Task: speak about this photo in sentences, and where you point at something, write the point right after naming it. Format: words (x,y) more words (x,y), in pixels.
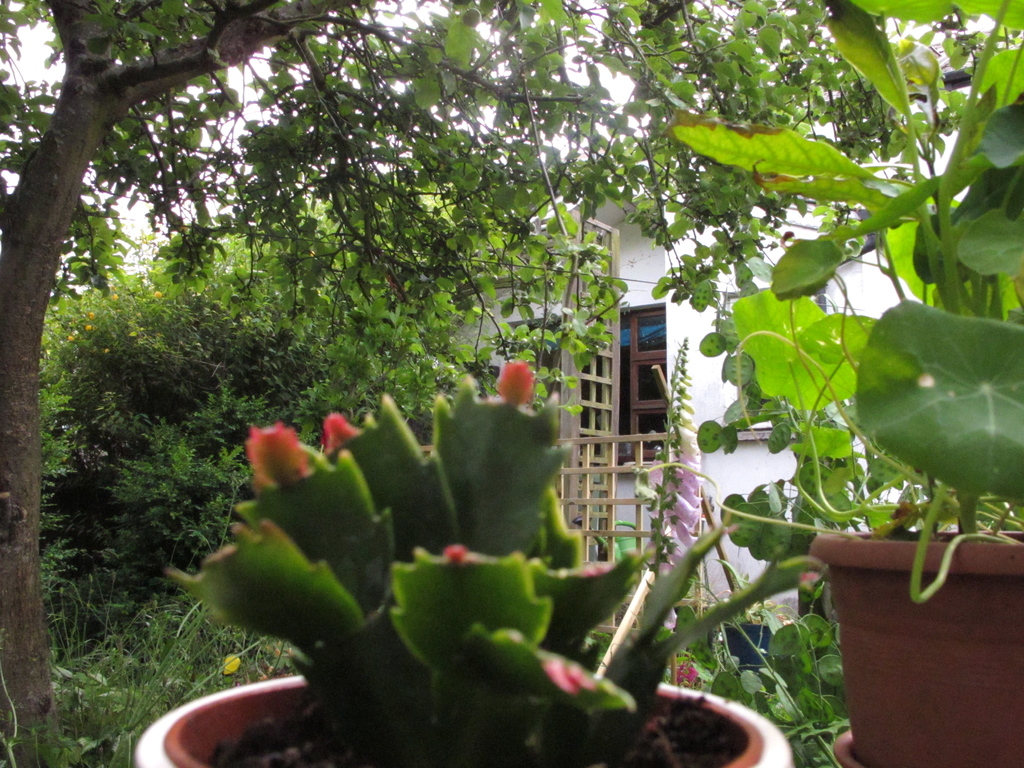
In this image there is a flower pot (285,699) in the middle (475,502). In the background (705,320) there is a house (654,334) to which there are windows (627,382). There are trees (227,293) beside the house (651,302). On the left side (18,317) there is a tree (18,317). On the right side (885,361) there is a plant pot (920,609).
